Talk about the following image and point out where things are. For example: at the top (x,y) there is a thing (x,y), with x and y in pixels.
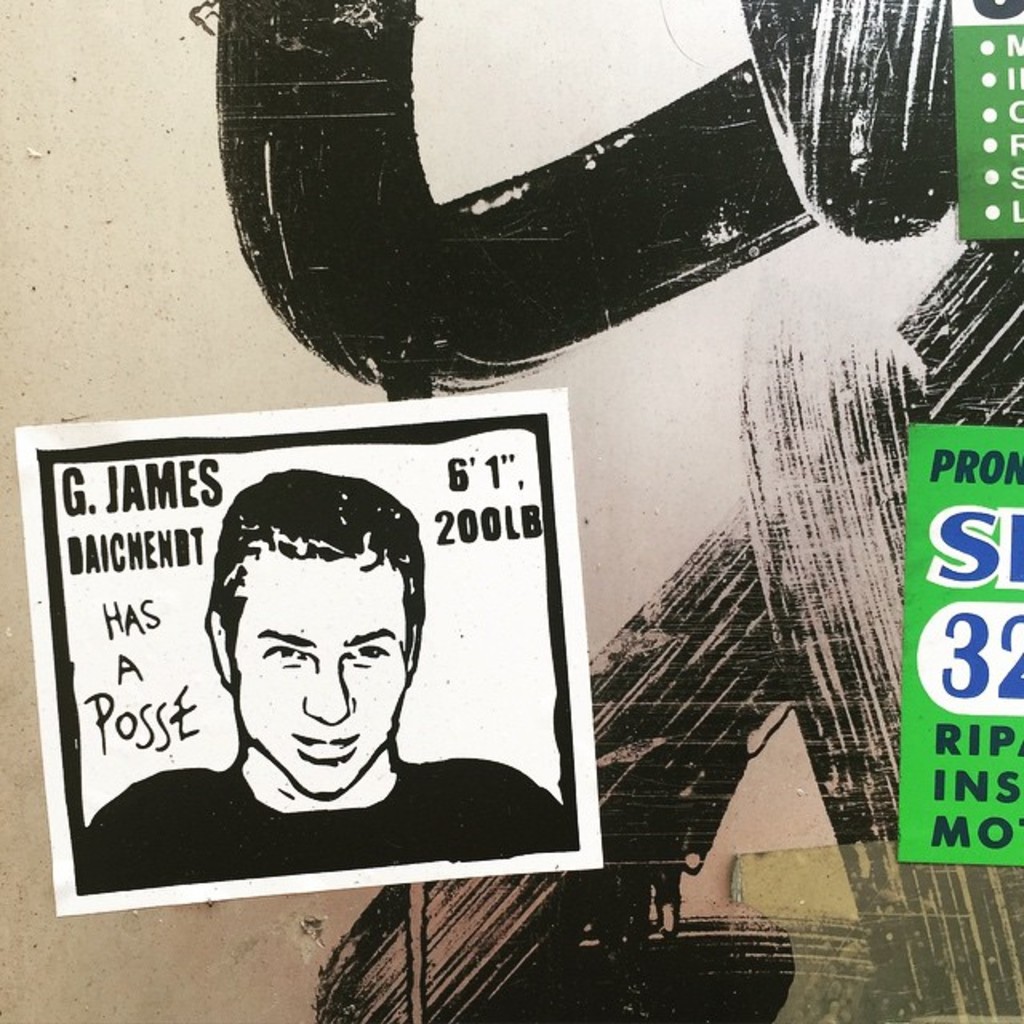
In this image we can see posters (979,570). Background (643,875) there is a painting (625,214). Something written on these posters (950,630).
